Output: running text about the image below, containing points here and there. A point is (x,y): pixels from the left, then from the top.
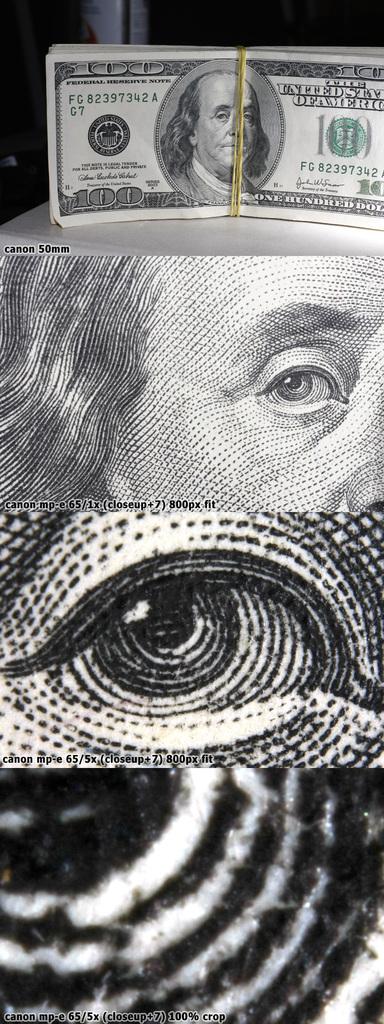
This is an edited picture, in which we see a man (205,159) on a 100 dollar note (231,202). In the remaining picture, we see eye (202,839) of his.
